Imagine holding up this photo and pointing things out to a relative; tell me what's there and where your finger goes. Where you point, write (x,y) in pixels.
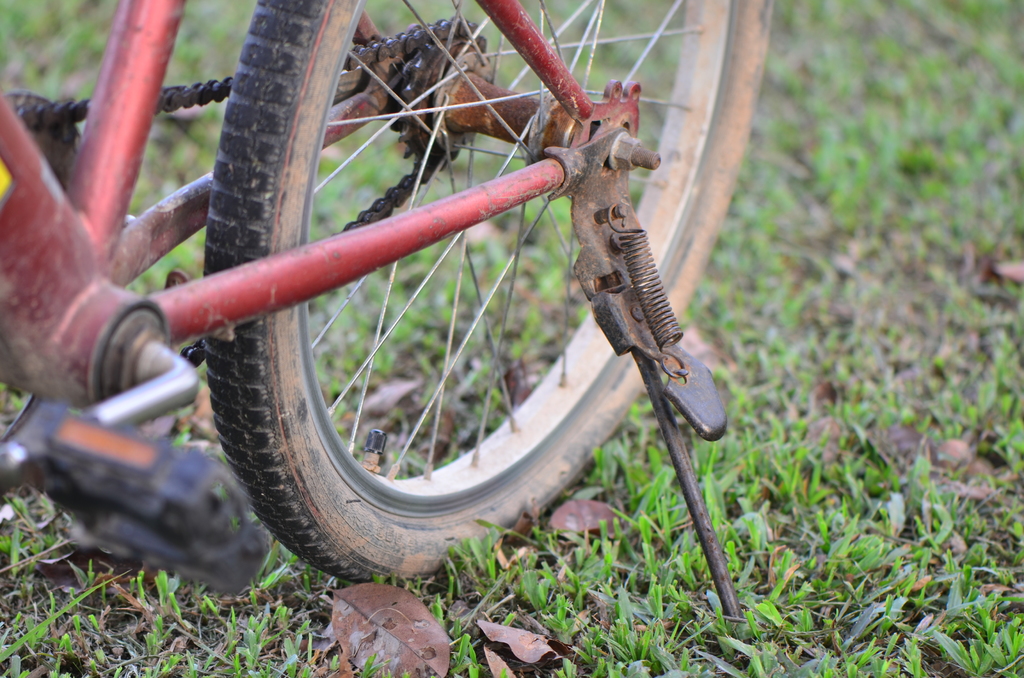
In this image we can see a rear wheel (265,131) of a bicycle (589,25), the wheel (645,215) has got spokes (469,338) on it, we can also see a side stand (607,326) a pedal (122,444) and chain (174,103) in this image.
